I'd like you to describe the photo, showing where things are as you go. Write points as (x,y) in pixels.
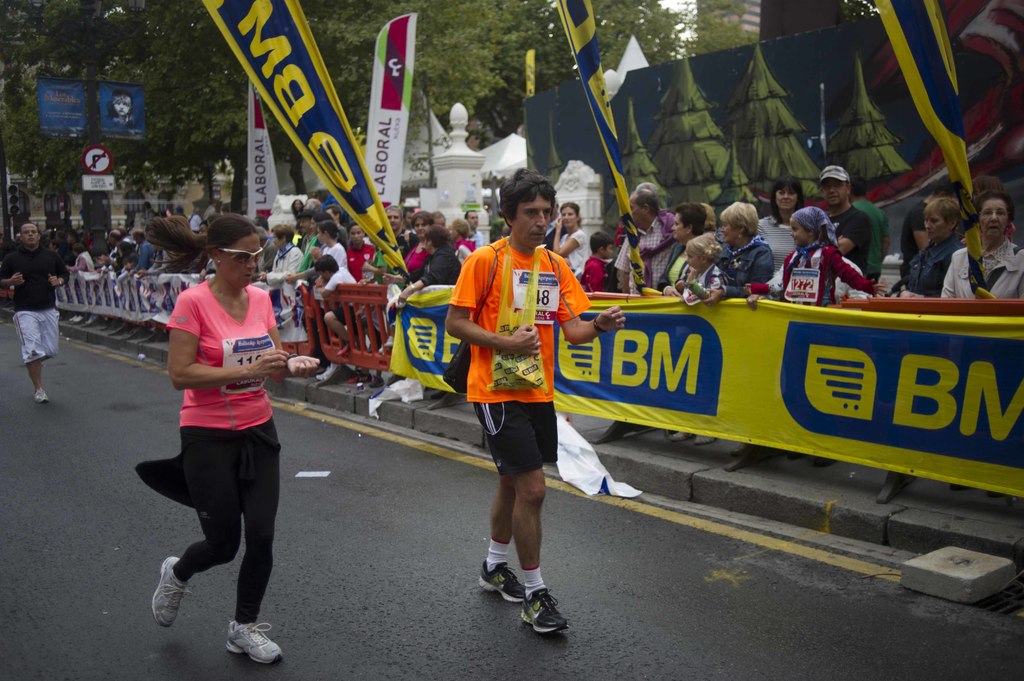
On the left side (255,267), there is a woman (252,247) in a pink colored t-shirt (214,309), wearing a sunglasses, adjusting something on her hand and running on a road (133,437) and there is another person (37,348) who is in black color t-shirt (26,260), running on the road (57,408). On the right side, there is a person (555,287) in orange color t-shirt (493,275), holding a yellow color bag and running. Beside him, there is a yellow color banner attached to a fence (909,300) and there are persons (421,218) watching them. In the background (804,232), there are persons (299,235), sign boards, banners (119,122), trees (452,41) and buildings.
